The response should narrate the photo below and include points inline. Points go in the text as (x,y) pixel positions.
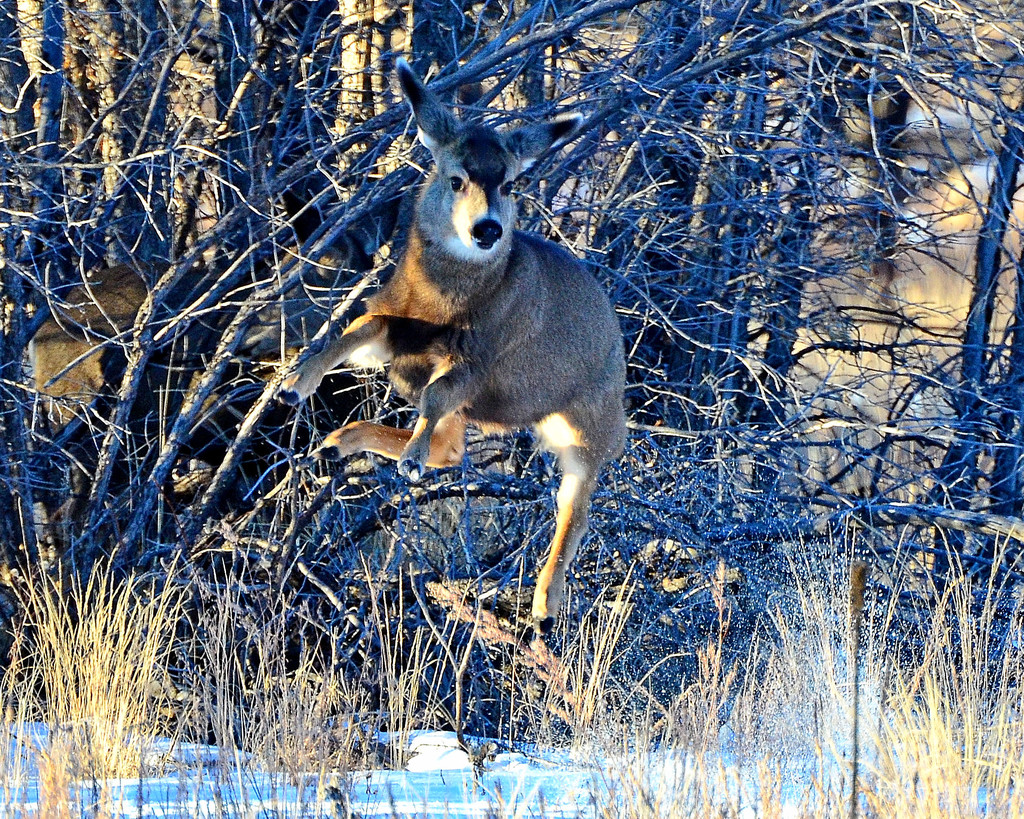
In the picture I can see a deer (487,161) flying in the air. I can see the grass (600,601) and snow (548,797) at the bottom of the picture (705,681). Looks like there is another deer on the left side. In the background (369,99), I can see the trunk (105,87) of trees (755,63).
